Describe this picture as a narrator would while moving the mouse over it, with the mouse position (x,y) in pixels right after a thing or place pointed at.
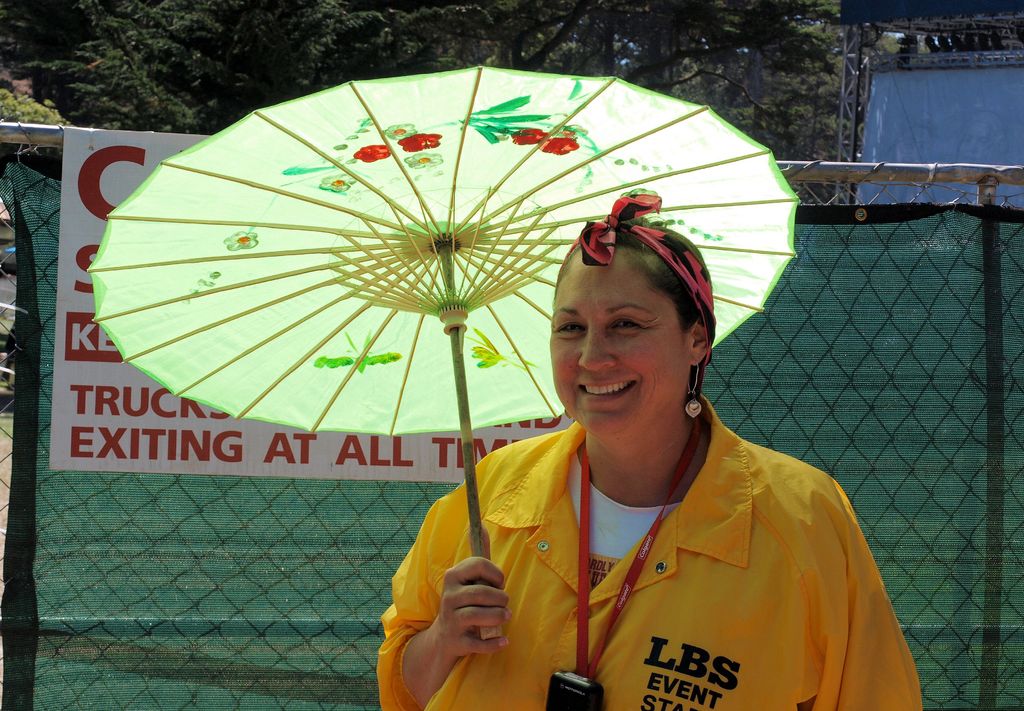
In this image we can see a person (603,577) wearing yellow color jacket (666,541) holding umbrella (429,259) and wearing red color tag (585,593) to which some electronic gadget (588,678) is attached and in the background of the image (720,4) there is fencing (881,374) and some trees (707,45).
